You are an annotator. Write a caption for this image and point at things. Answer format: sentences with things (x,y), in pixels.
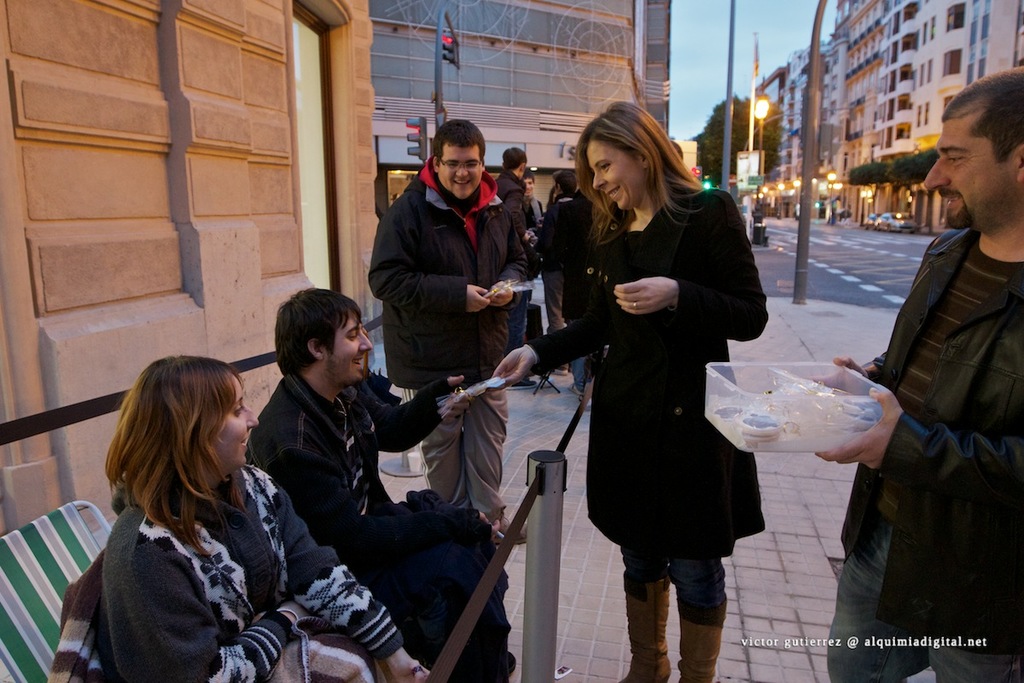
In this image a woman (655,327) is standing on the pavement (734,624). Left side (215,620) two persons (284,559) are sitting on the chairs (23,590). Beside them there is a person (456,286) wearing a jacket (468,272) is standing on the pavement (587,435). Right side (985,523) there is a person (915,373) standing and he is holding a box (843,431) in his hand (872,434). Few persons (571,178) are standing on the pavement (535,446). Few poles (752,111), street lights (765,117) and trees (714,154) are on the pavement (776,348). Few vehicles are on the road (858,234). Background (765,25) there are few buildings (784,115) and sky (740,20).
